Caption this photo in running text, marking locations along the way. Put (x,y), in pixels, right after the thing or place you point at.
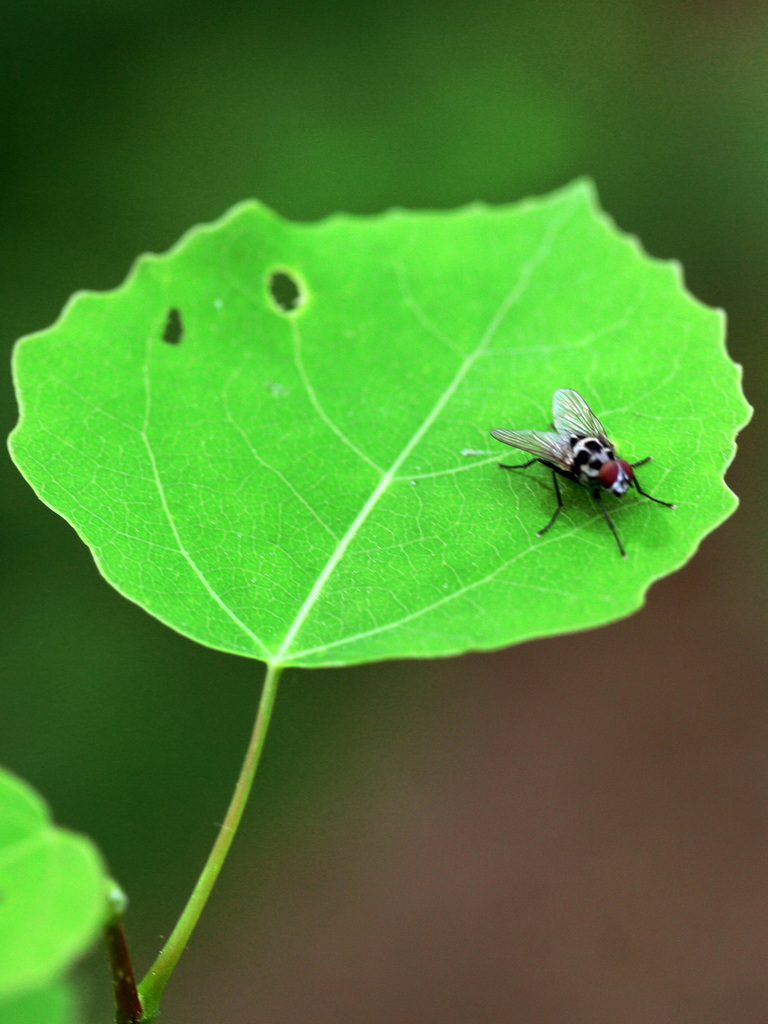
In this image I can see a green leaf (485,481) and insect (549,469) on the leaf (506,233). Background (95,233) is blurred.
